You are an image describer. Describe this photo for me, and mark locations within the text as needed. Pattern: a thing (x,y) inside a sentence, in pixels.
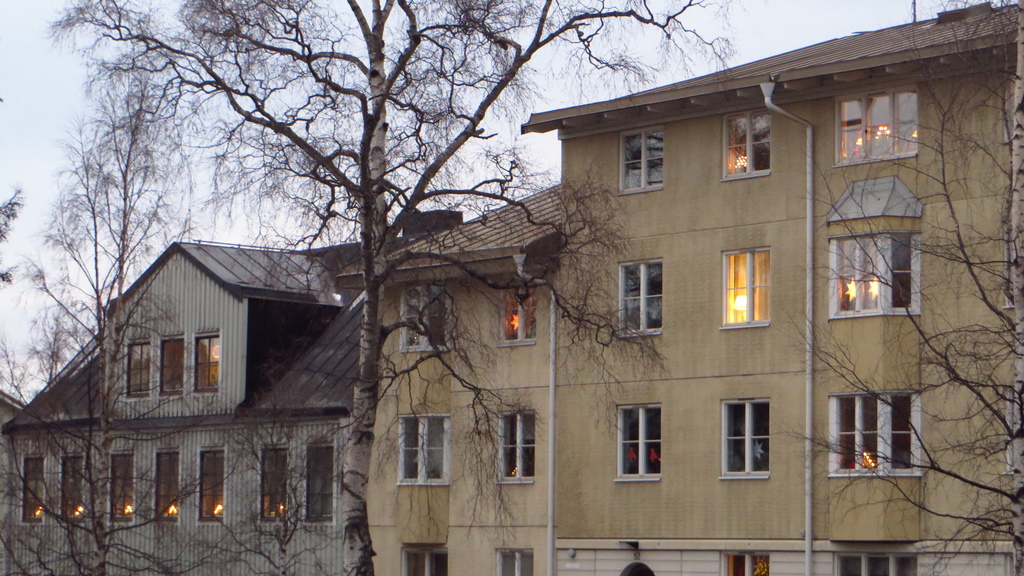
In this picture we can see a few trees (1012,399) on the right (906,441) and left side of the image (334,193). There are some lights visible in the buildings (384,490). We can see the sky (35,100) on top of the picture (272,72).
